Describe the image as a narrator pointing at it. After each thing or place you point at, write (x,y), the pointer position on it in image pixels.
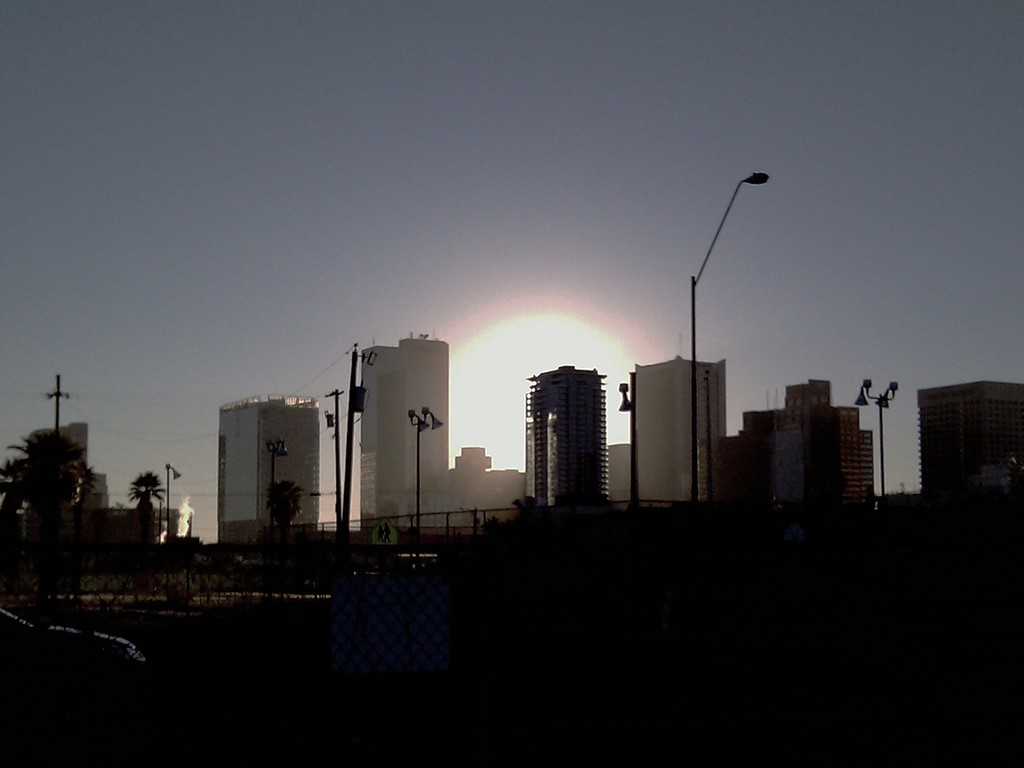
In this image we can see trees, poles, and buildings (482,498). In the background (332,192) there is sky (782,188). At the bottom of the image (363,643) it is dark.
